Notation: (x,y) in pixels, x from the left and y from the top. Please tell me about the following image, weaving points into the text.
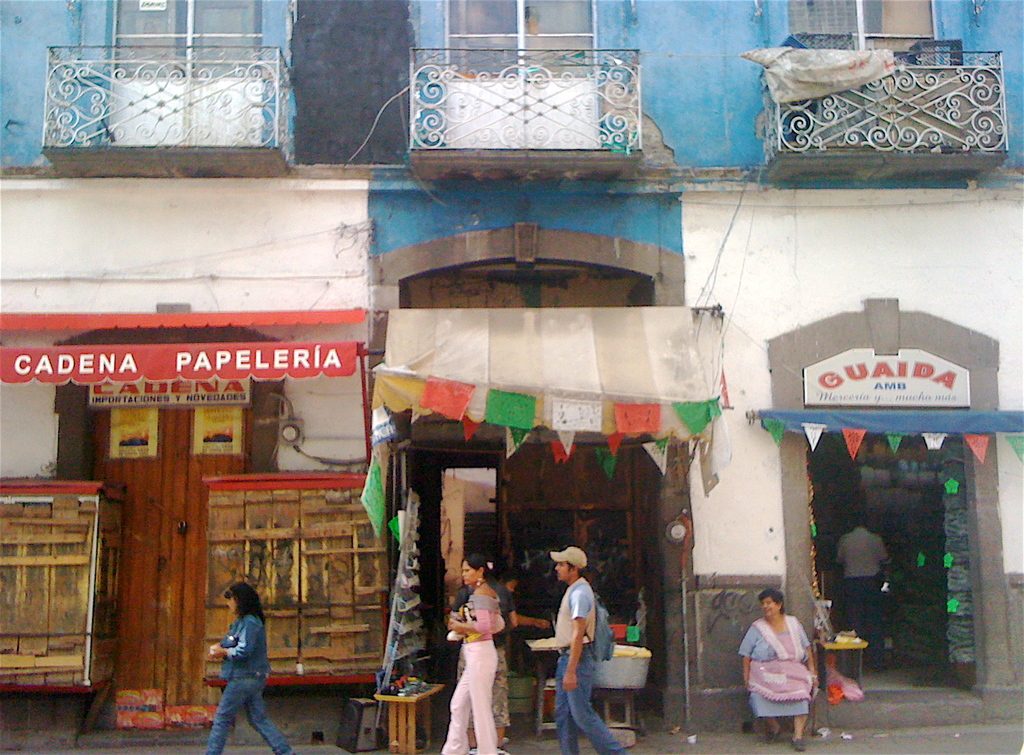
In this image there are persons (529,622) walking on the road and holding item (469,639). There are shops (868,490) with names (901,387). And designer curtain (564,358) and flag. And there is a wall (752,270) with a fence (166,102) which is designed.
